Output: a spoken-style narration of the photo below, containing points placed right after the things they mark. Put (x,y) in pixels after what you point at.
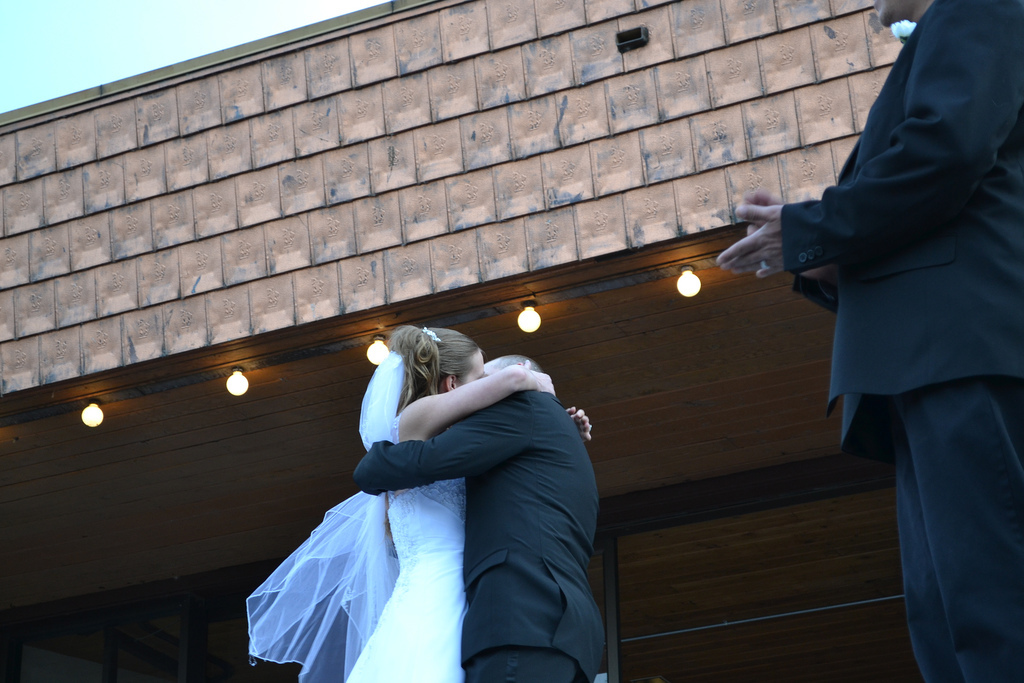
In this image we can see some persons (449,581). In the background of the image (553,255) there is a wall (539,189), lights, wooden frame (636,471), sky (264,29) and other objects (33,663).
